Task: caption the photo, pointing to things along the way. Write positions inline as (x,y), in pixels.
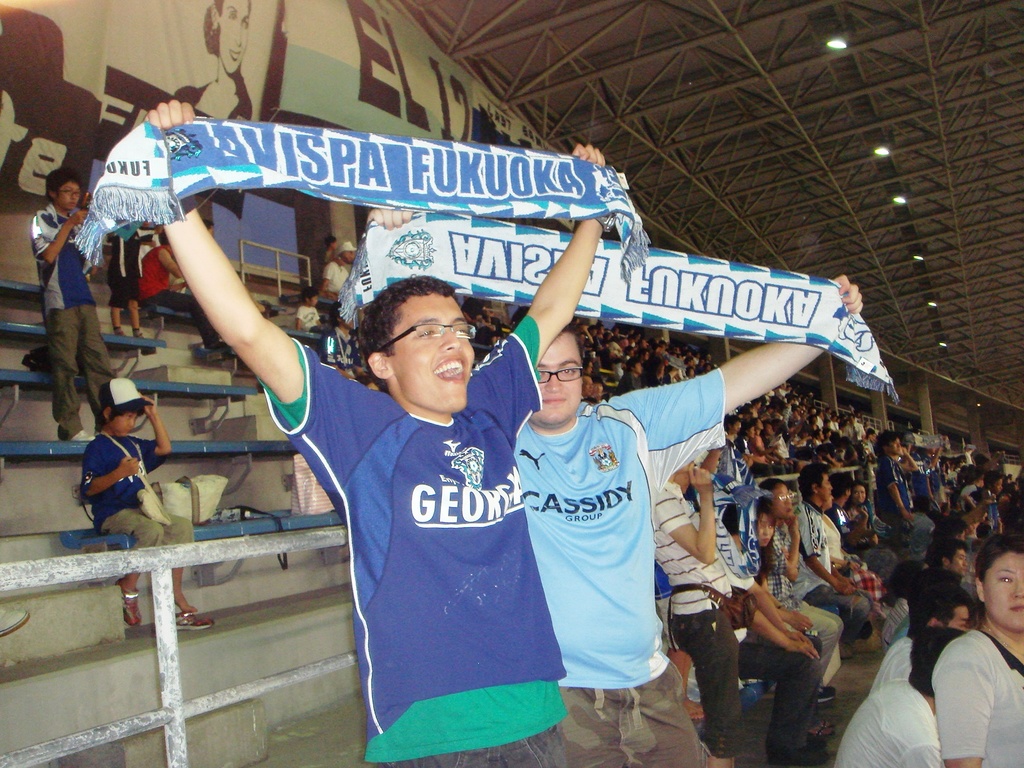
In this image there are two persons (370,353) standing and holding the clothes (504,242), and there are group of people (783,598) standing and sitting on the benches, there are lights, iron rods (845,239), banners (500,137).
